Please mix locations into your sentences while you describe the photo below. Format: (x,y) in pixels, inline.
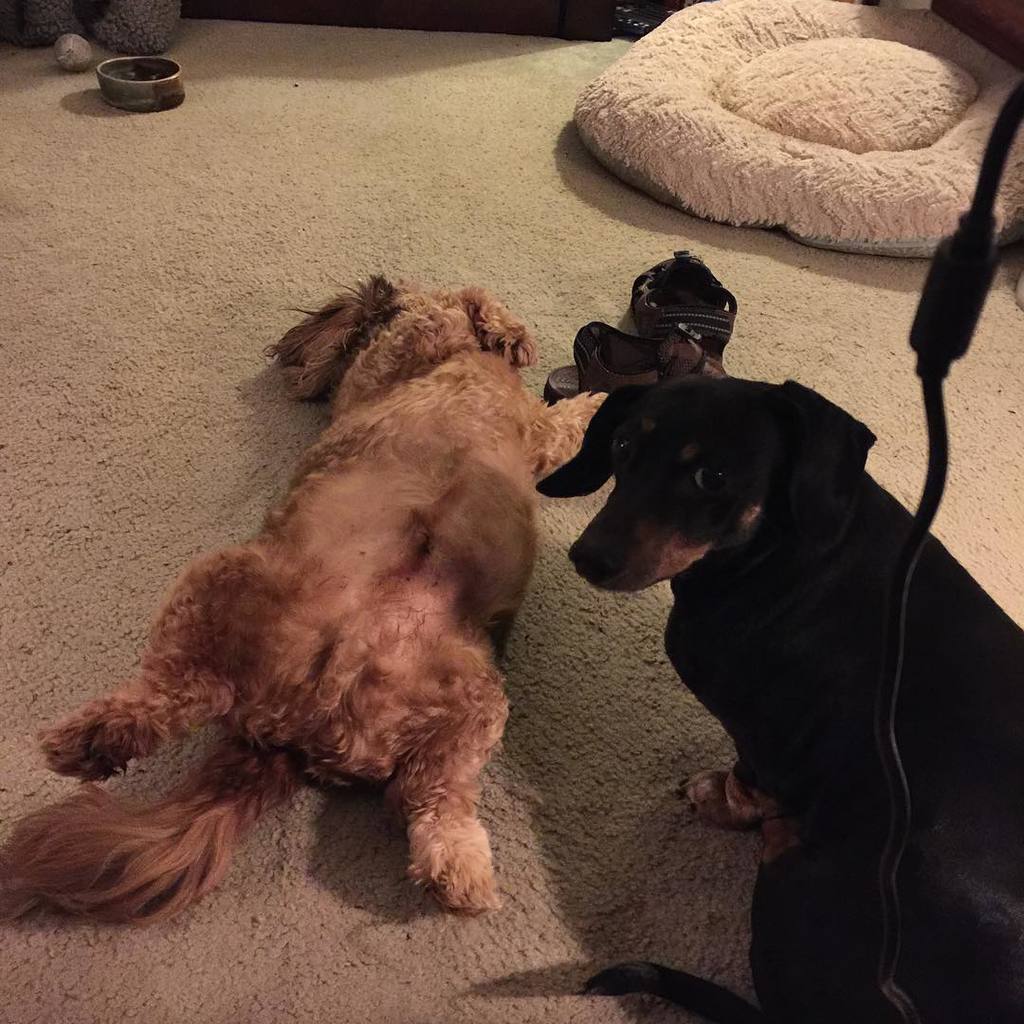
On this carpet (755,337) we can see sandals (653,364), dogs (686,608) and bowl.
